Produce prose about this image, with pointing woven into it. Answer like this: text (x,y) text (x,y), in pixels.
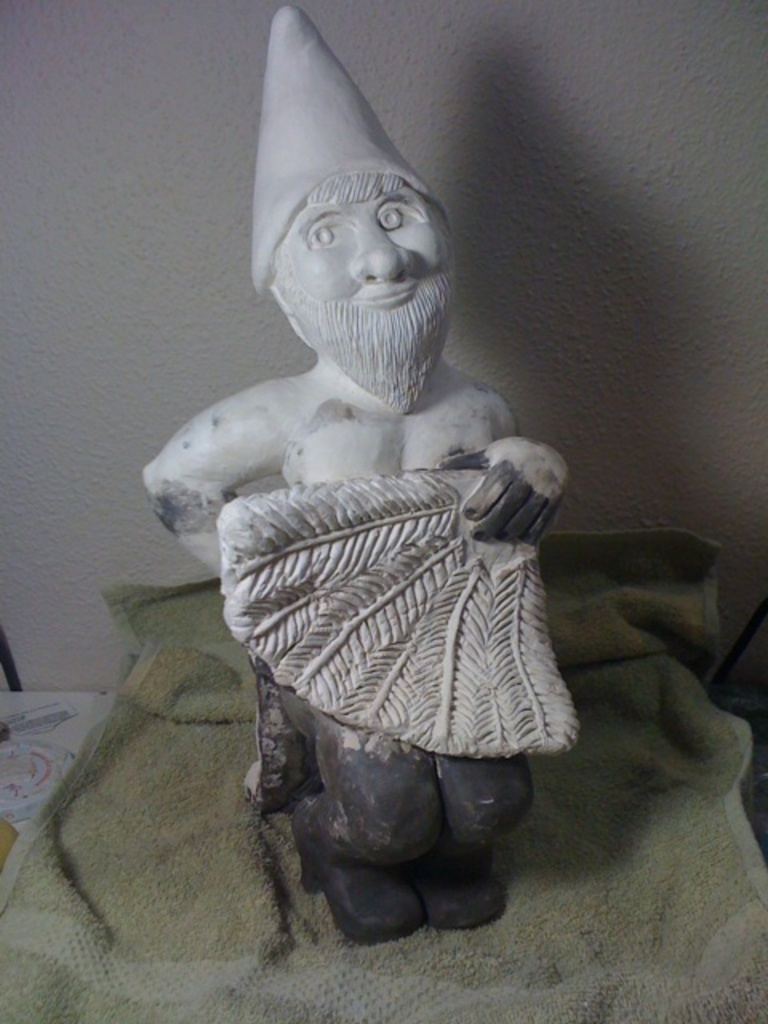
This image is taken indoors. In the background (749,388) there is a wall (704,216). At the bottom of the image (75,818) there is a table (30,827) with a napkin (656,840) and a clay doll (380,664) on it.
